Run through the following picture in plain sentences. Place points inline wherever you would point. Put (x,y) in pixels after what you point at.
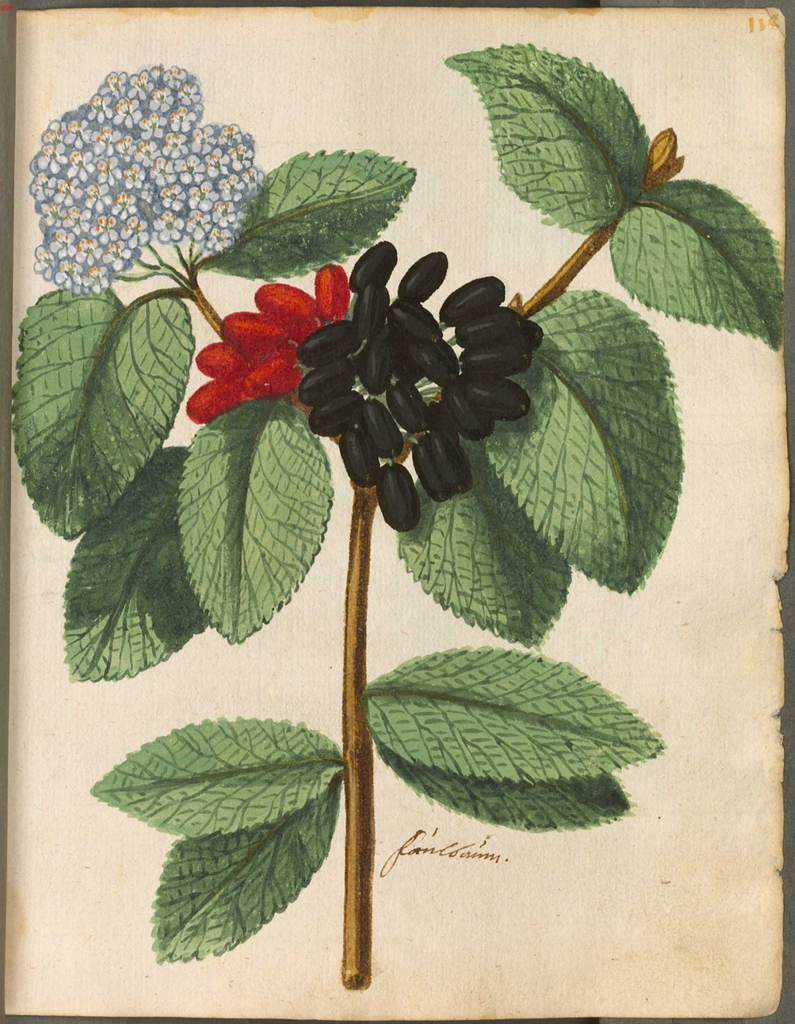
In this image, we can see a painting (353,388) of a plant (396,448) with fruits (286,327) and flowers (121,149) and some text (480,839) on the paper (584,943).
